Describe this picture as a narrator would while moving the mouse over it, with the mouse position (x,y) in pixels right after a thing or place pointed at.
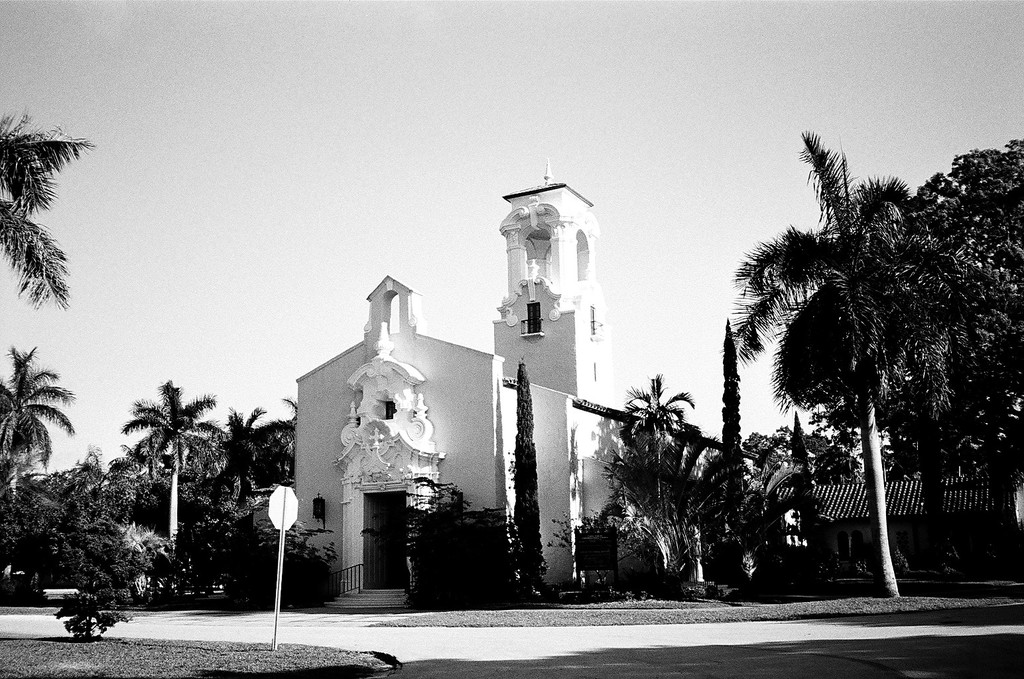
This is a black and white image, in this image in the center (509,260) there is a building (372,450) and there are some houses (945,519), trees (968,404) and some poles (281,556). At the bottom (331,640) there is walkway (886,629) grass (441,612) and some plants (164,547), at the top of the image (355,65) there is sky (346,128).
